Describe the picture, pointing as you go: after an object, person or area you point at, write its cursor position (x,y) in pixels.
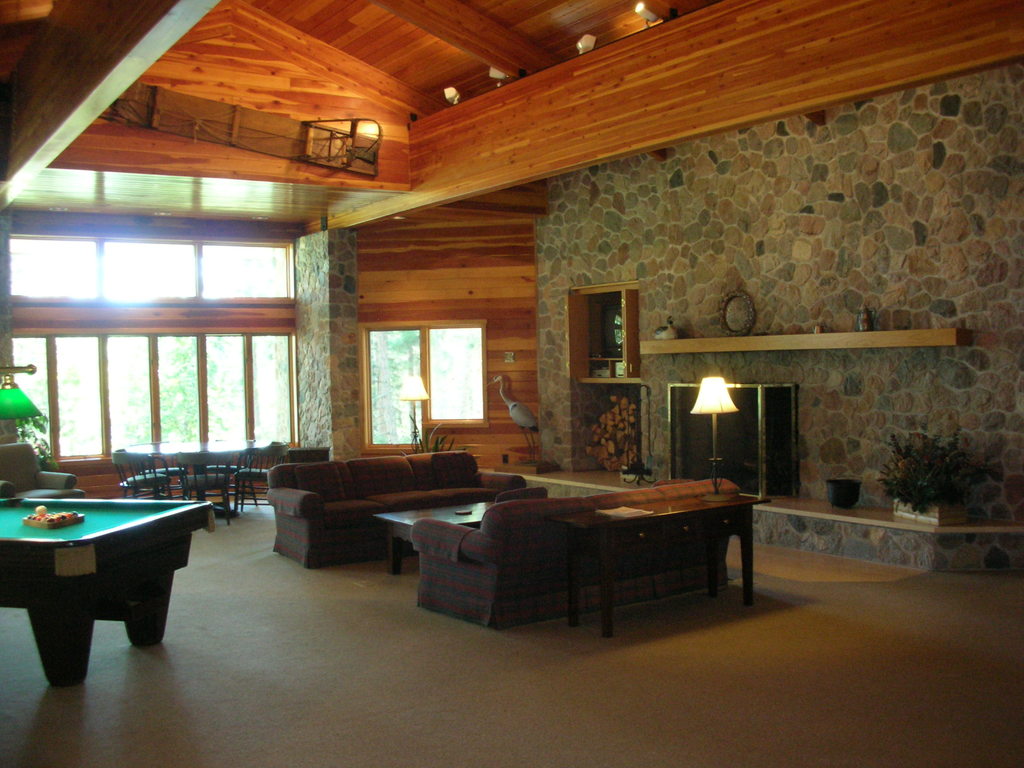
The picture is clicked inside a house (150,149). The roof (18,145) is wood (381,167) made. We also observe a sofa (396,487) and chair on the floor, there are even many chairs (222,469) in the background (168,474). To the left of the image (116,549) we observe a snooker pool table (100,532) with all the balls (55,521) arranged. In the background (621,229) there is a nice designed wall (679,226).
